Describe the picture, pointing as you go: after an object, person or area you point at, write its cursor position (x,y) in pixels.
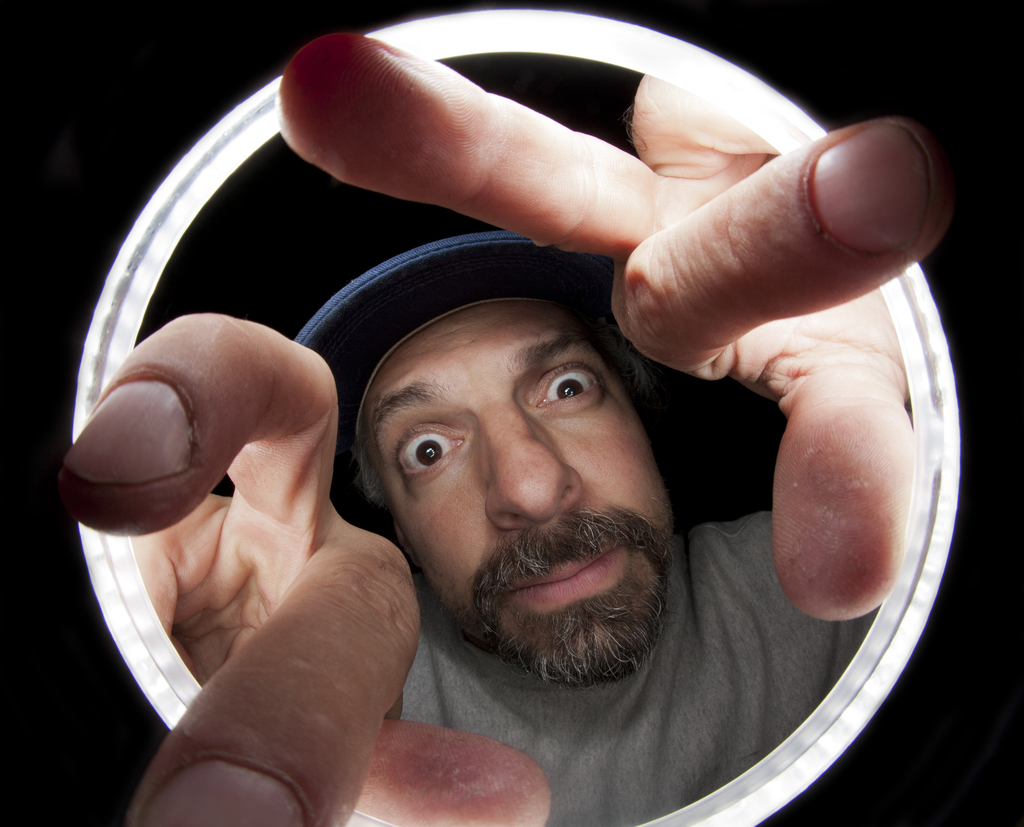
In this image I can see a person (535,623) wearing ash colored shirt (608,737) and blue colored hat (457,303). I can see the white colored circular object (867,647) and the black colored background (35,68).
